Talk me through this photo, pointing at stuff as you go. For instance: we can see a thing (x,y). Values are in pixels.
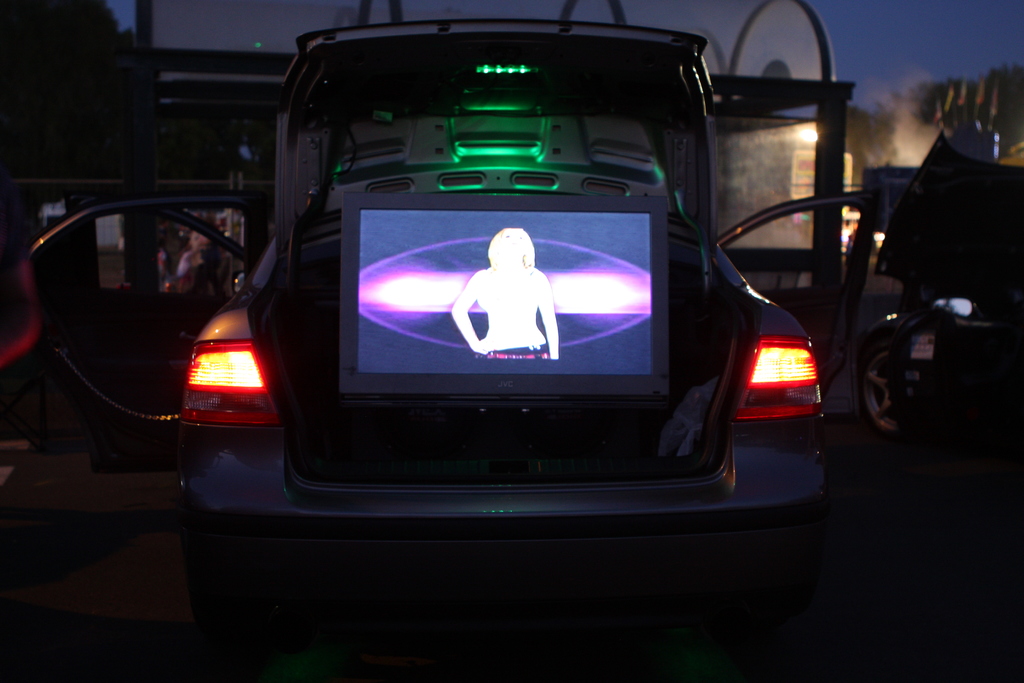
In this image we can see cars (960,390), there is a TV (503,279) inside the car (311,367) and in the background (137,166) it looks like a shed (620,0) and there is a board (804,166), a light (810,129), trees (956,108) and the sky (873,42).
